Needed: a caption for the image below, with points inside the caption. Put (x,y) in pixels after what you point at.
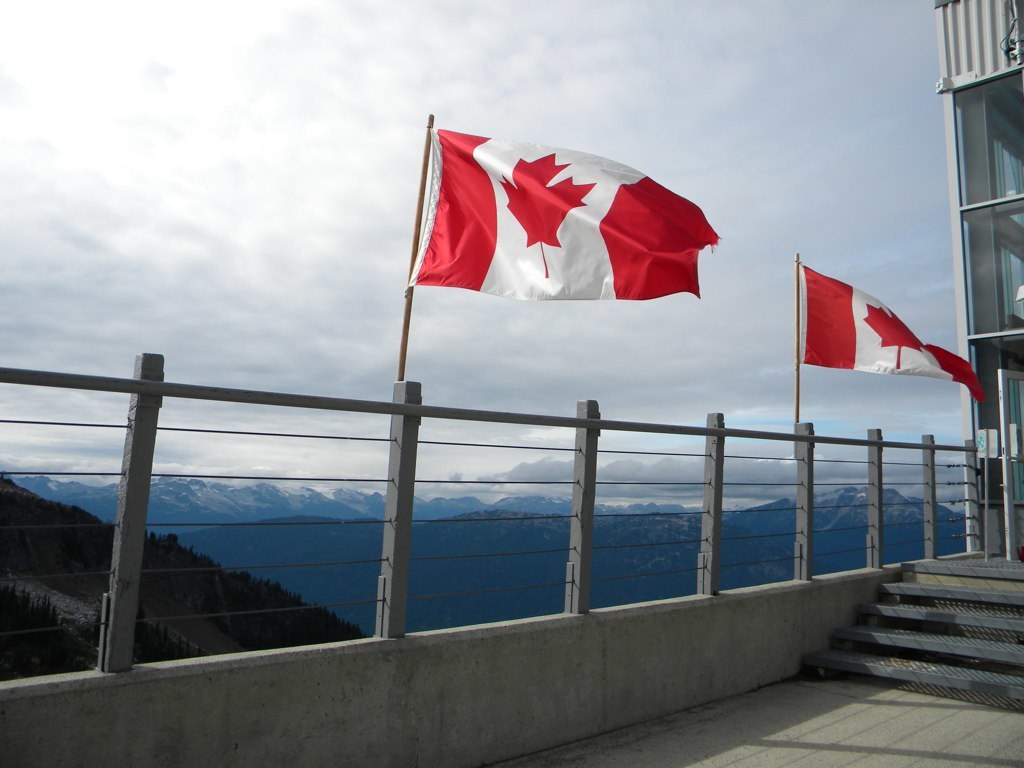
In this image I can see few flags (575,273), railing (76,378), stairs (902,659), shadows (968,758) and in the background (66,597) I can see mountains (312,548), clouds (20,439) and the sky (292,301).
